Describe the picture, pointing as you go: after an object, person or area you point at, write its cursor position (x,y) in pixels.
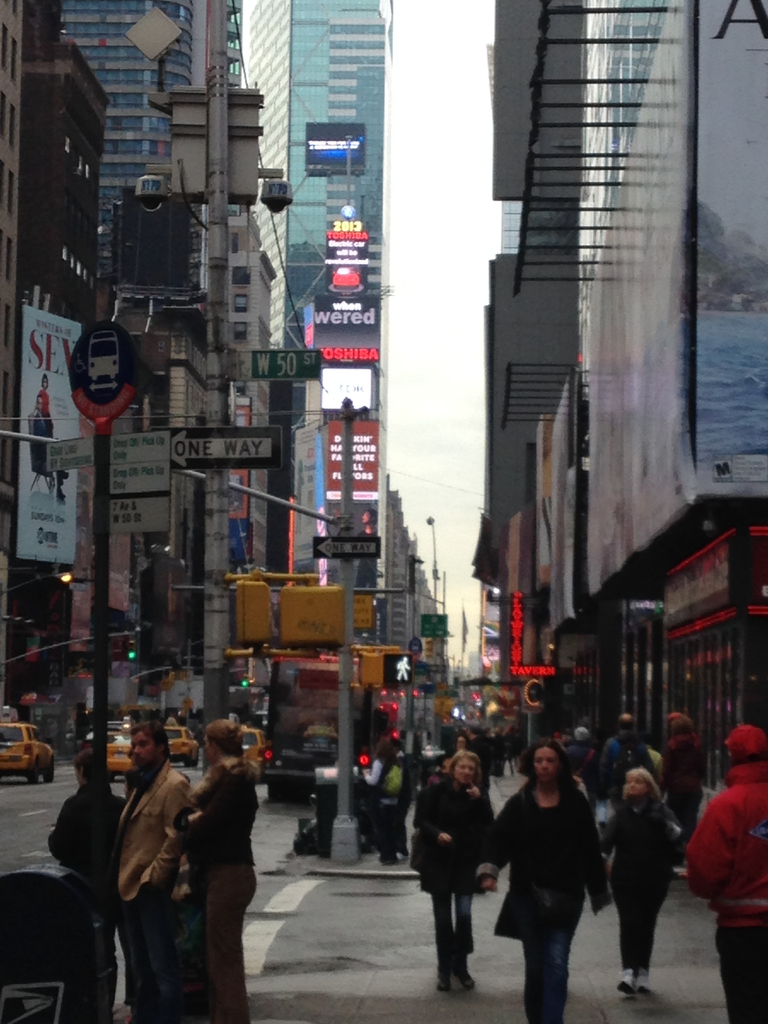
There are people (132,792), cars (3,734) and poles (221,522) present at the bottom of this image (356,861). We can see buildings (60,624) in the middle of this image (264,481) and the sky (478,347) is in the background (399,321).
